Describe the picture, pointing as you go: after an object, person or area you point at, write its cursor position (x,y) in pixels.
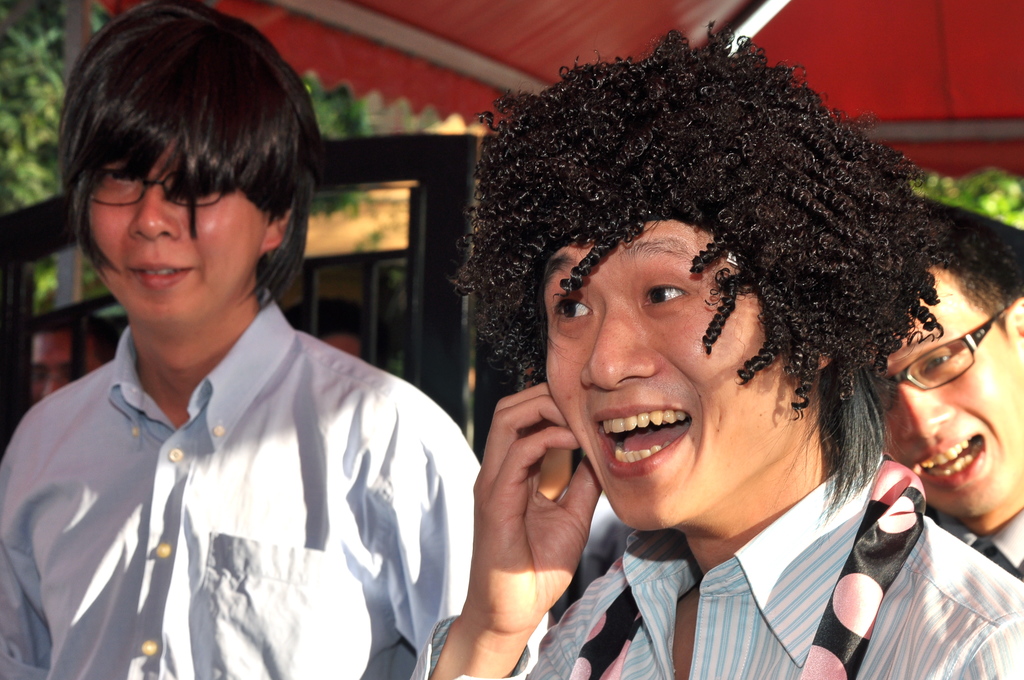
There are three persons (596,463) present at the bottom of this image (459,518). We can see some objects (380,327) in the background (440,164) and the roof (427,32) is at the top of this image (532,24).
